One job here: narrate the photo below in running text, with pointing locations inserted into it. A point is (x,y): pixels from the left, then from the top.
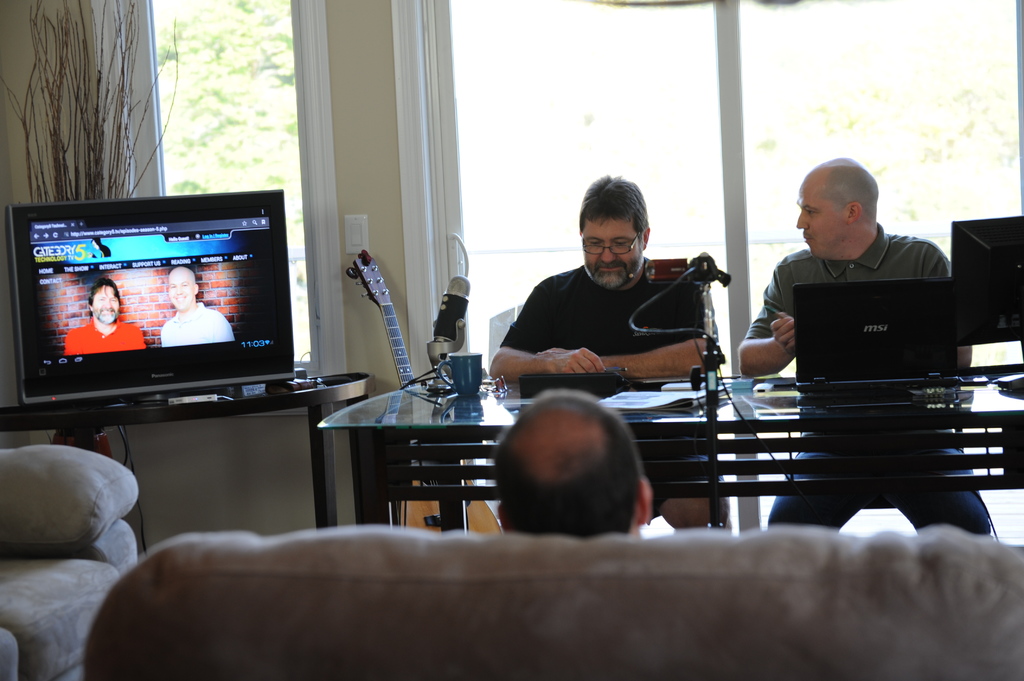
In this image I can see three people (610,453). One person (587,449) is sitting on the couch (500,564) and two people (643,358) are sitting in-front of the table (677,462). On the table (641,415) I can see papers (622,404), cup (461,370), laptop (817,390), system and some objects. To the left (76,384) I can see the television (129,306) on the table (180,410). To the side of the television (246,374) I can see the musical instrument (373,284). In the back (325,41) there is a window (456,96).
